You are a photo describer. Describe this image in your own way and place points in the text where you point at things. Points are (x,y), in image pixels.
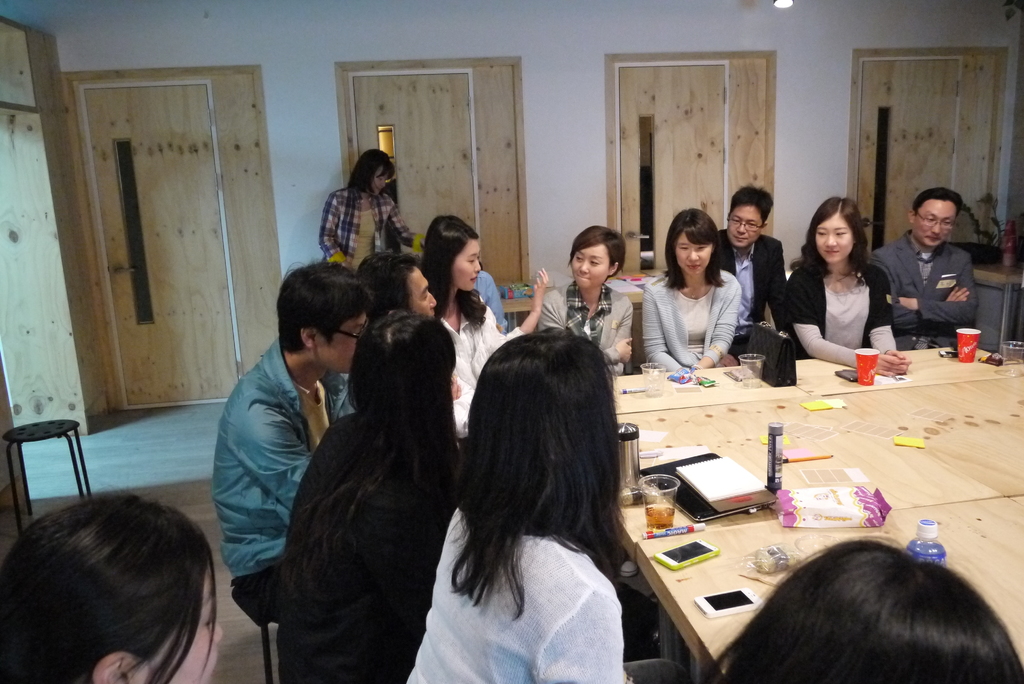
In this picture we can see a group of people (788,648) sitting on chair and in front of them there is table (830,373) and on table (941,366) we can see glasses (966,354), bag (767,380), sketch (682,533), mobile (694,558), writing pad (709,490), bottle (926,557), pencil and in background (471,158) we can see woman (375,160) standing, doors (452,105), wall (294,116).
